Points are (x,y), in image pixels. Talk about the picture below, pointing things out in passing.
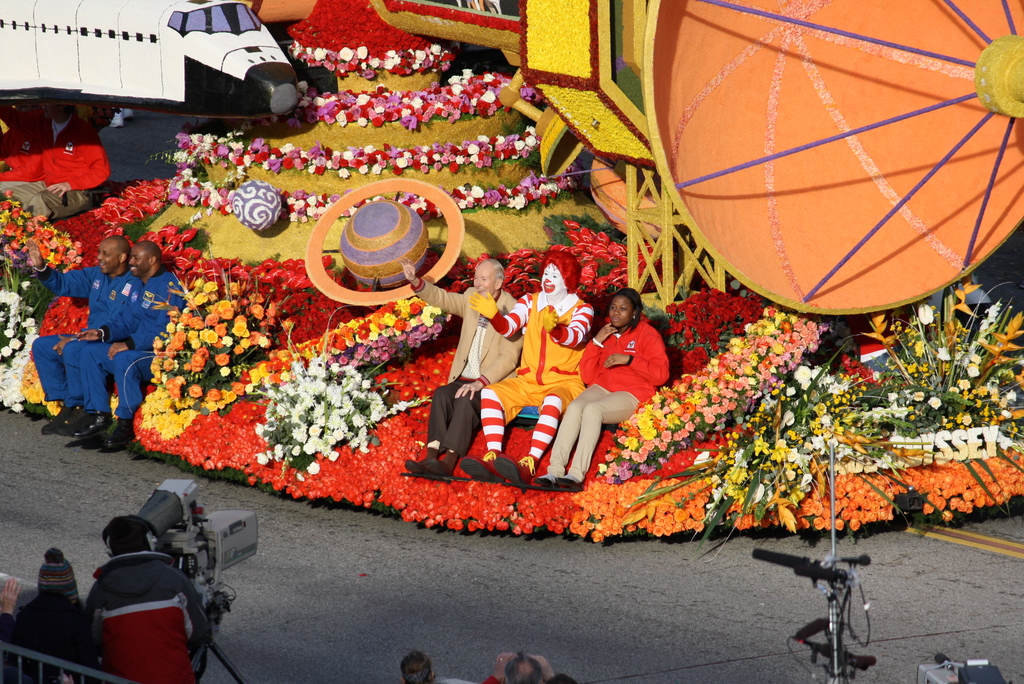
There are few persons (571,364) sitting on flowers (409,445) and there are few objects (474,138) and flowers (415,168) behind them and there are cameras (222,551) and few persons (186,630) in front of them.
